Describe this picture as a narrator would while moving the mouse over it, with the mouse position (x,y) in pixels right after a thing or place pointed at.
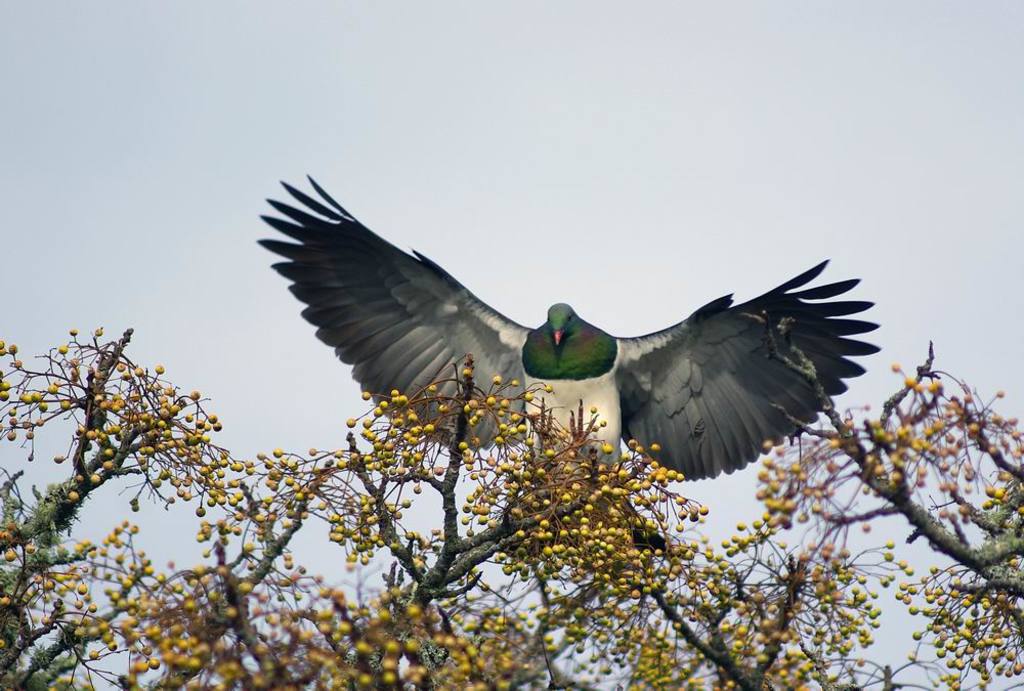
At the bottom of the image (214,538). We can see branches (104,475) of trees (536,542) with seeds (722,579). And there is a bird (558,377) flying. In the background (525,121) there is sky (733,141).
